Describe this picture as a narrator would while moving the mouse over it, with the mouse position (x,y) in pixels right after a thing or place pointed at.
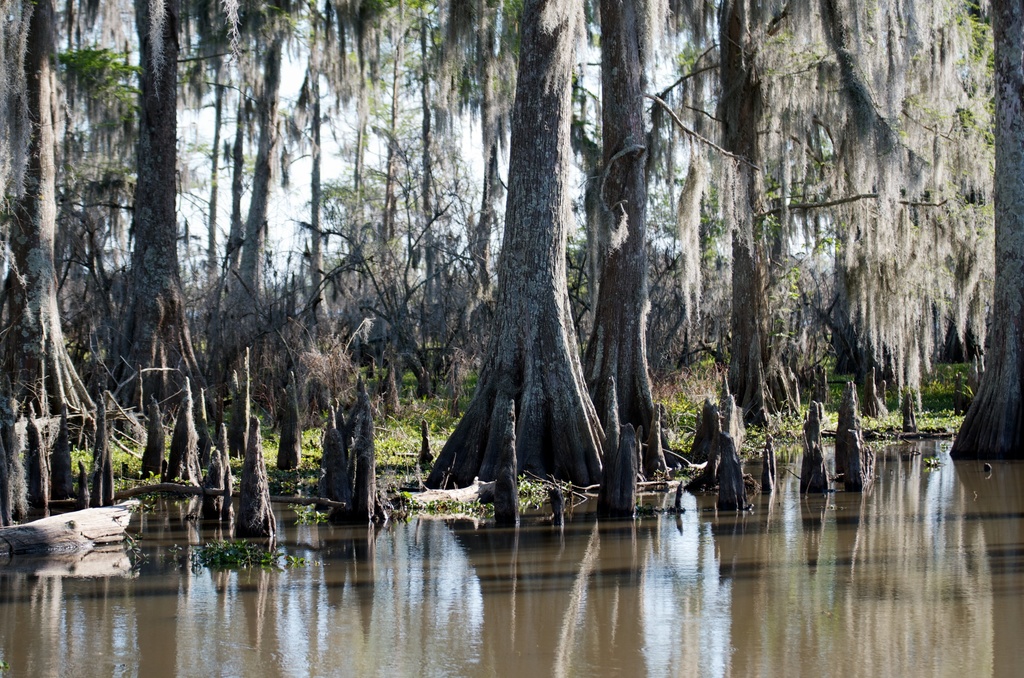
In this picture we can observe water (806,599). There are some plants (781,437) and trees (547,164). In the background (304,185) there is a sky (297,186).
